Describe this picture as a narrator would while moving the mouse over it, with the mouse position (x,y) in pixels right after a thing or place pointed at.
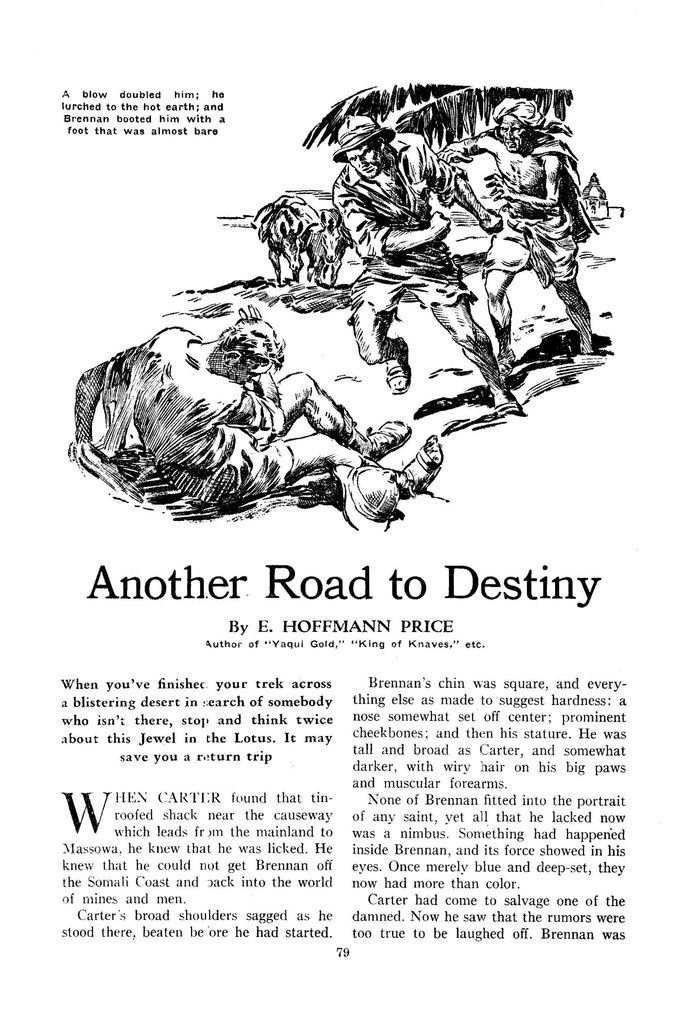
In this picture I can see a printed paper (406,494) and I can see text (368,765) and picture (444,341) of few men (487,344).
